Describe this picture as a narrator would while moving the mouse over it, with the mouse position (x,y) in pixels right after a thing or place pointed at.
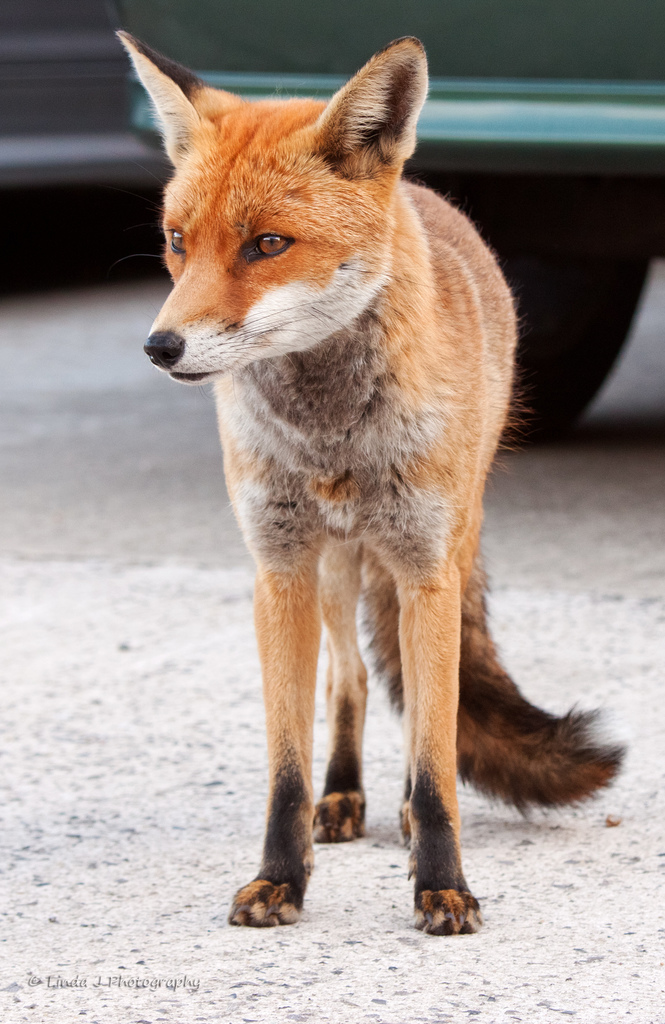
In the image we can see a red fox (366,390), road (153,820) and vehicle (243,53).
